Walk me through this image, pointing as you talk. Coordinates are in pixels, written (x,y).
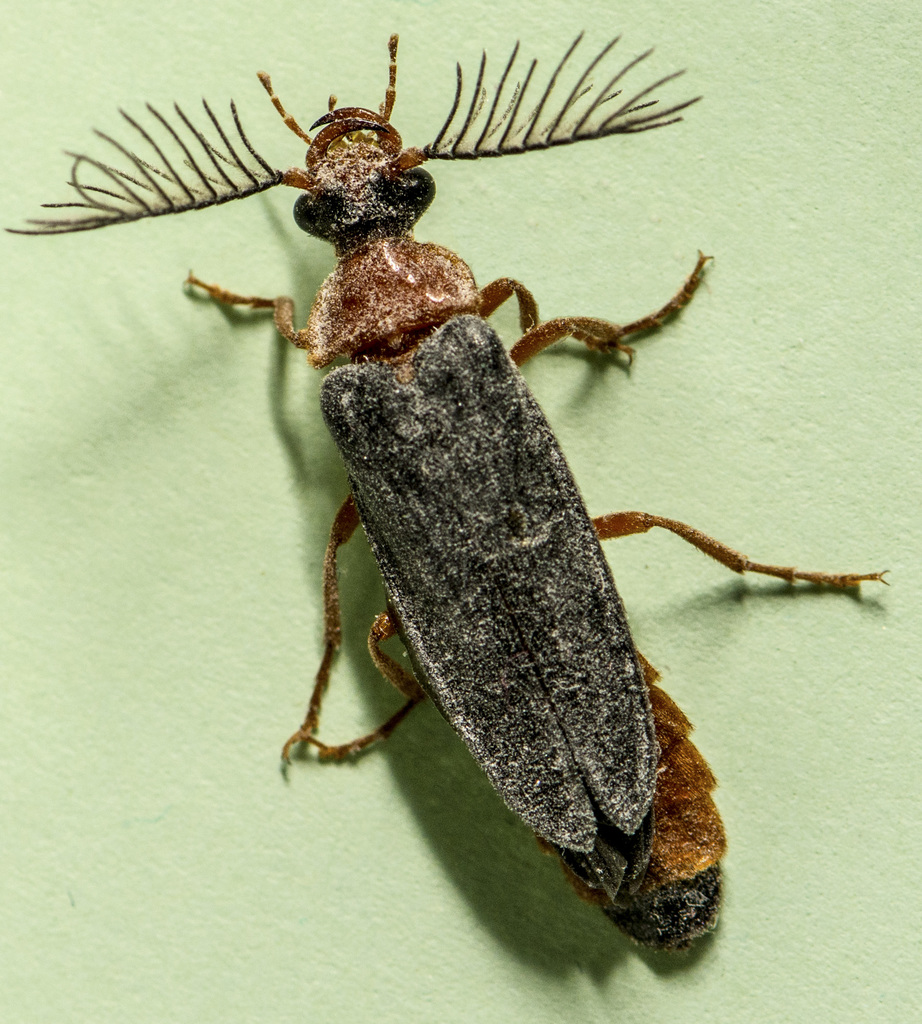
In this picture I can see an insect (511,561) in the middle (614,595).
